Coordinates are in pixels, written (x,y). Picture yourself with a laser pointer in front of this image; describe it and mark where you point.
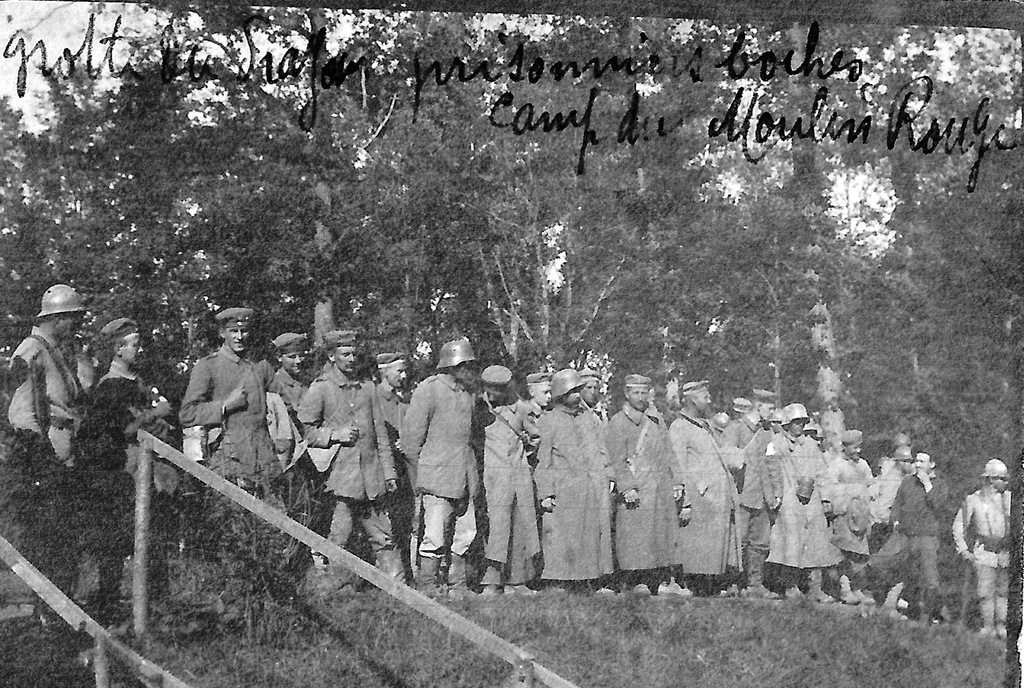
It looks like an old black and white image. We can see a group of people (717,516) standing. Behind the people (792,531), there are trees (656,302). In front of the people (568,572), there is grass (229,568) and railings (135,583). On the image, it is written something.
